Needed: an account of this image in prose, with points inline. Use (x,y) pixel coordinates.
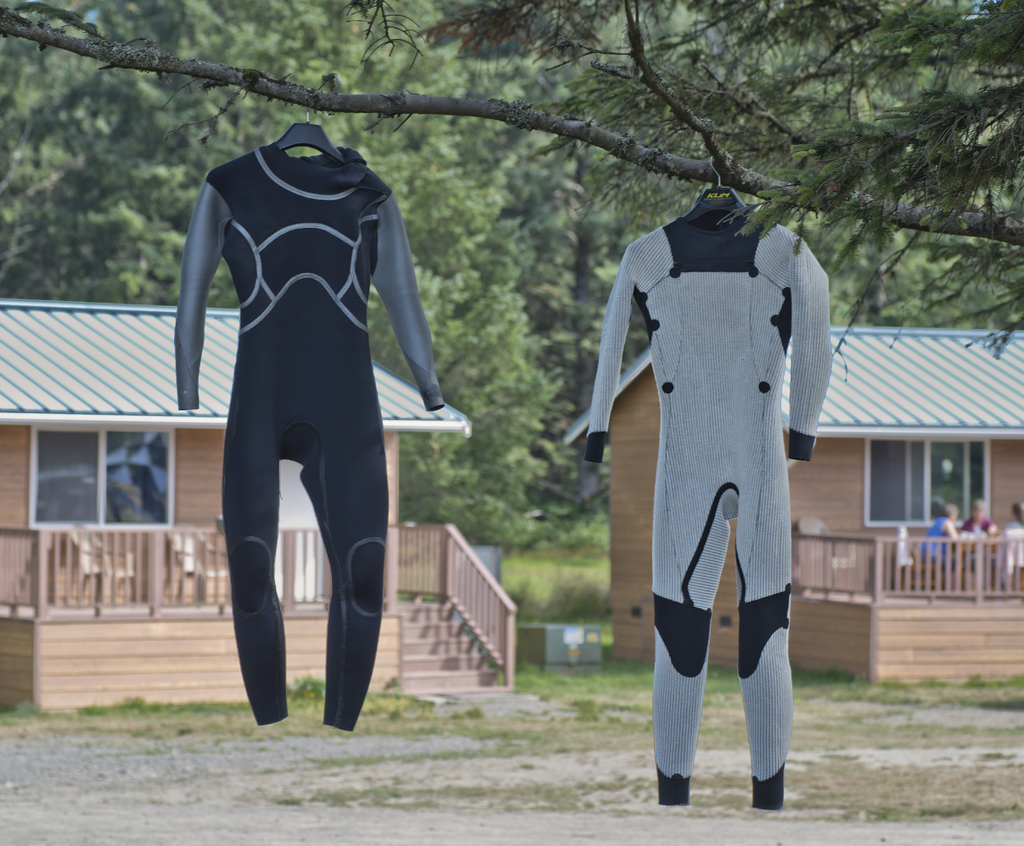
In this image on the foreground (278,411) there are two clothes (686,422) hanged on branch (796,186) of a tree (755,198) with help of hangers (707,200). in the background (648,205) there are two buildings (175,564), trees (286,114). There are few people (938,507) in the right (953,530). This is a staircase (427,605).
